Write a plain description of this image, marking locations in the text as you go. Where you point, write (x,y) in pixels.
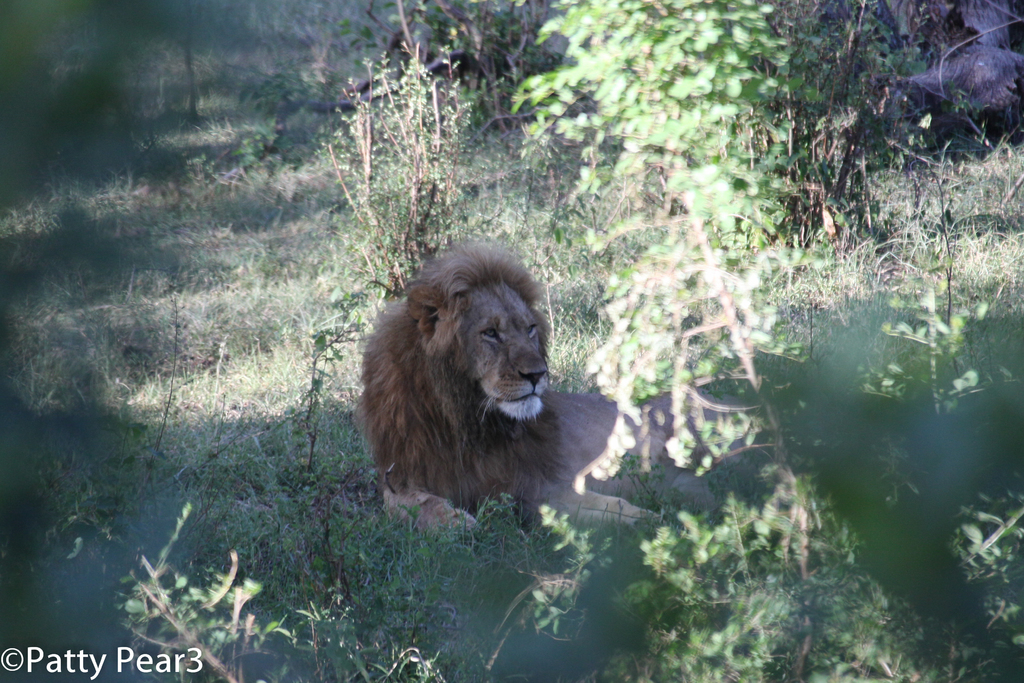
This image is clicked outside. There are plants (971,672) in this image. There is a lion (566,493) in the middle (420,388). There is grass (92,217) in this image.
